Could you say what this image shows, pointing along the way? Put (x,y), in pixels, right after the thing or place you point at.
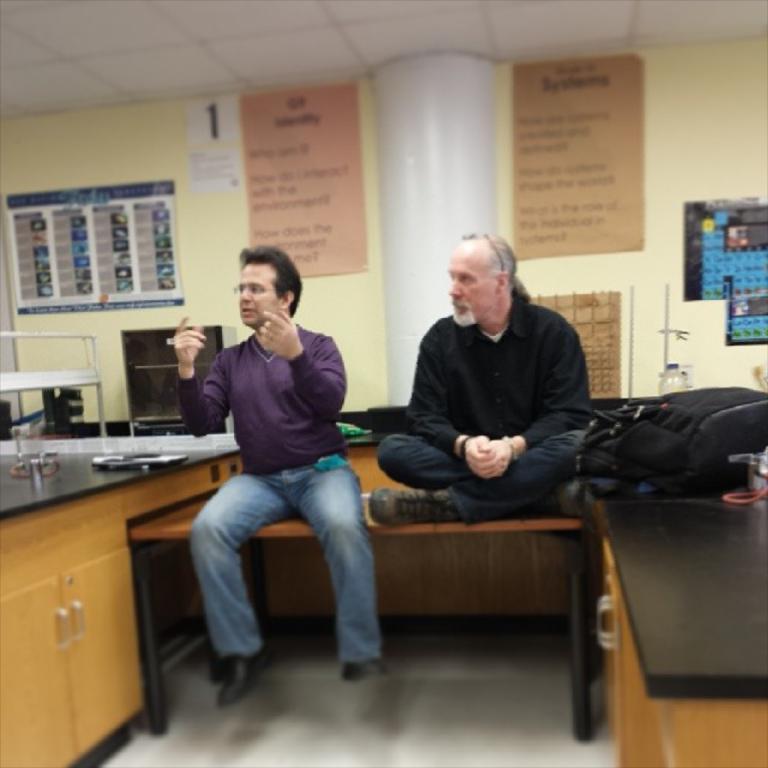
As we can see in the image there is a wall (678,149), banner (622,144), two people (488,474) sitting on bench (372,529) and there is a laptop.
